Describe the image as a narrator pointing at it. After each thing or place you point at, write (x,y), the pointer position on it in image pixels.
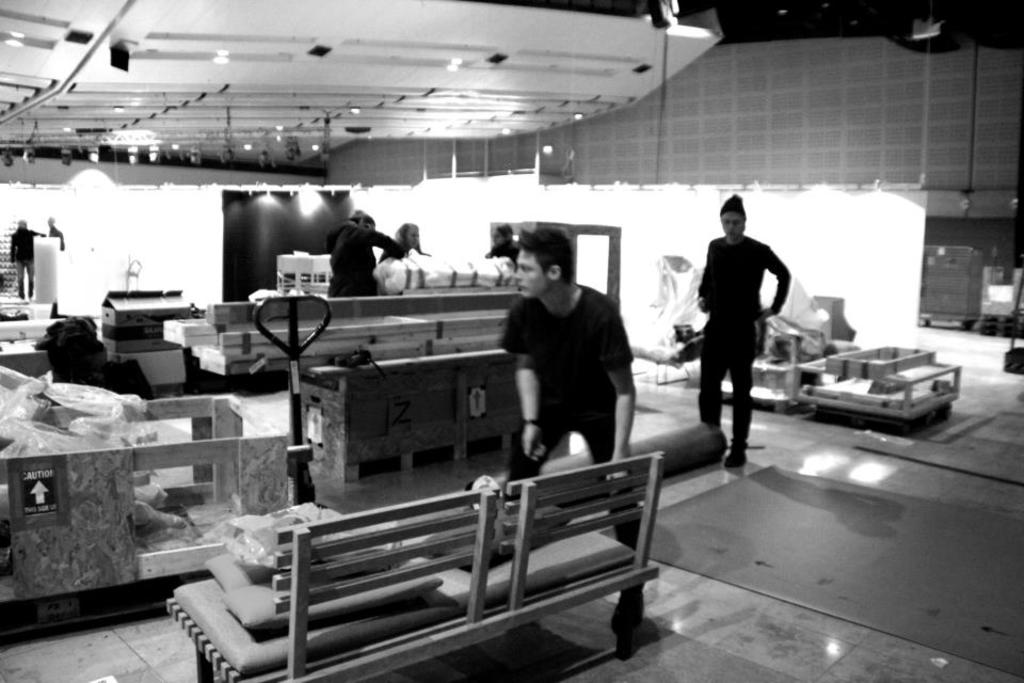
In this image I can see benches (525,530), trolleys (297,460), boxes (165,339), covers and seven persons (624,365) on the floor (644,401). In the background (395,160) I can see a wall (407,154), rooftop (278,133) on which lights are mounted. This image is taken may be in a hall (824,238).
